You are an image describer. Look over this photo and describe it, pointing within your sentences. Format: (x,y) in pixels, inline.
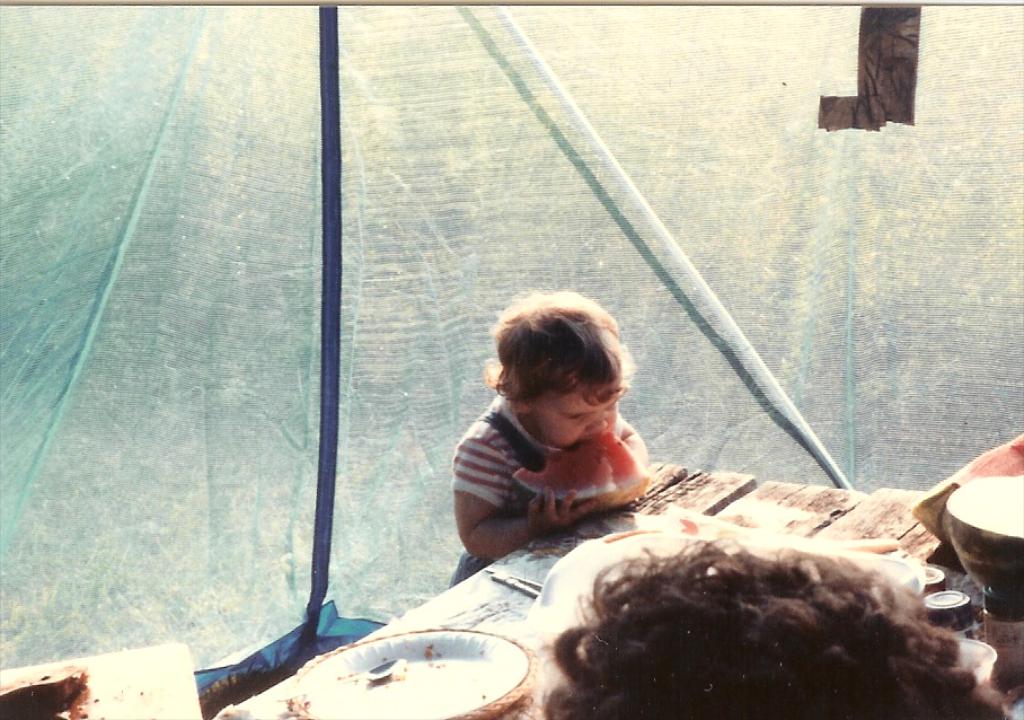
In this picture there is a small girl (513,392) eating watermelon (596,475). On the front table (367,672) there are some white plates (504,673). Behind there is a curtain tent (747,455).
